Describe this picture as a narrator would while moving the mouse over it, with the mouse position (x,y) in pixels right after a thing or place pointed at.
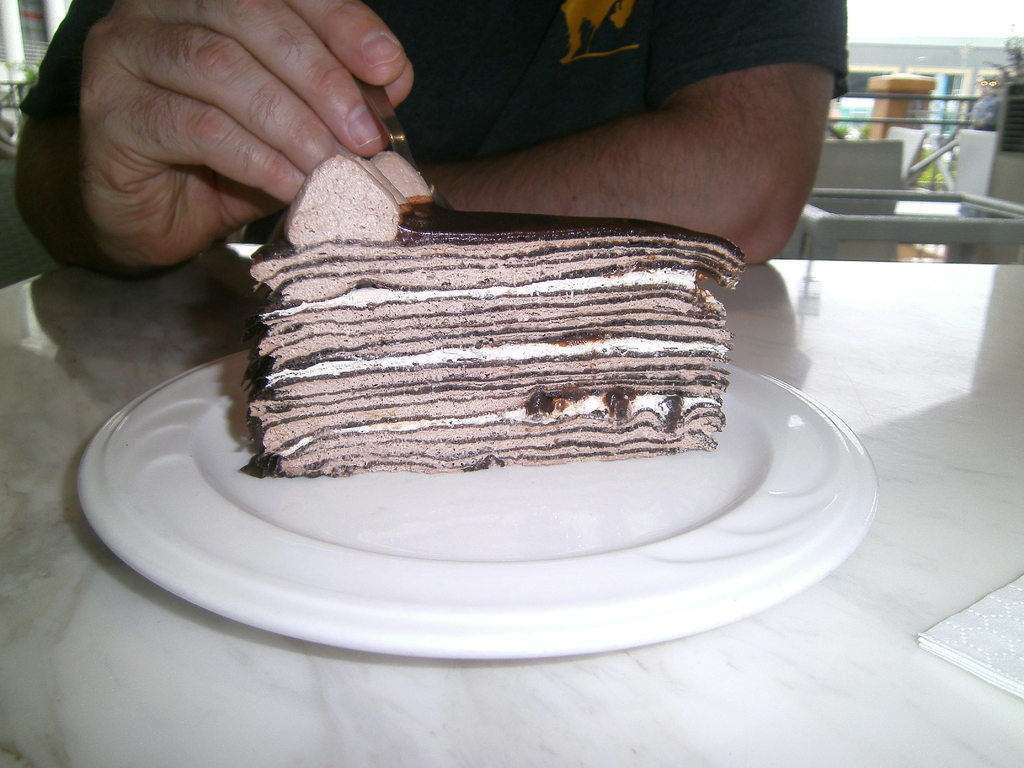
In this image we can see cake piece (638,295) in a plate (245,385) and tissue papers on a table (759,678). In the background (397,117) we can see a person (307,81) holding a spoon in the hand (242,61), glass table (835,222), pillars (10,16) and objects (904,132).
